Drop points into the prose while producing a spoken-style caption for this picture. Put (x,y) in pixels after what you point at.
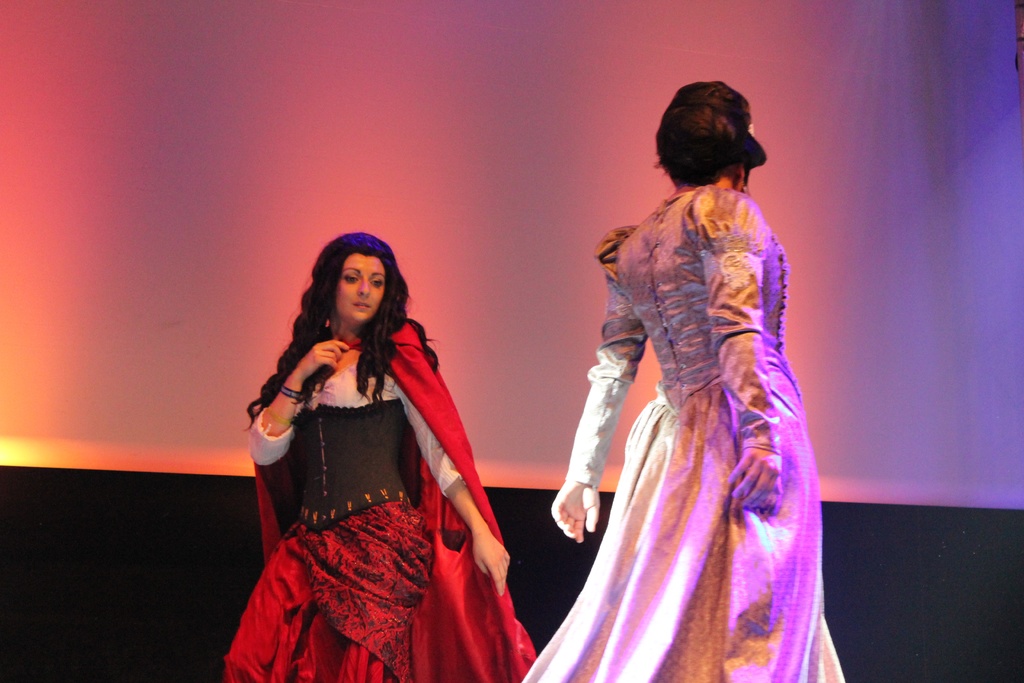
In this image there are two women (691,338) in the middle (576,443) who are wearing the costumes (574,472). In the background (281,175) there is a white color curtain (517,128).
